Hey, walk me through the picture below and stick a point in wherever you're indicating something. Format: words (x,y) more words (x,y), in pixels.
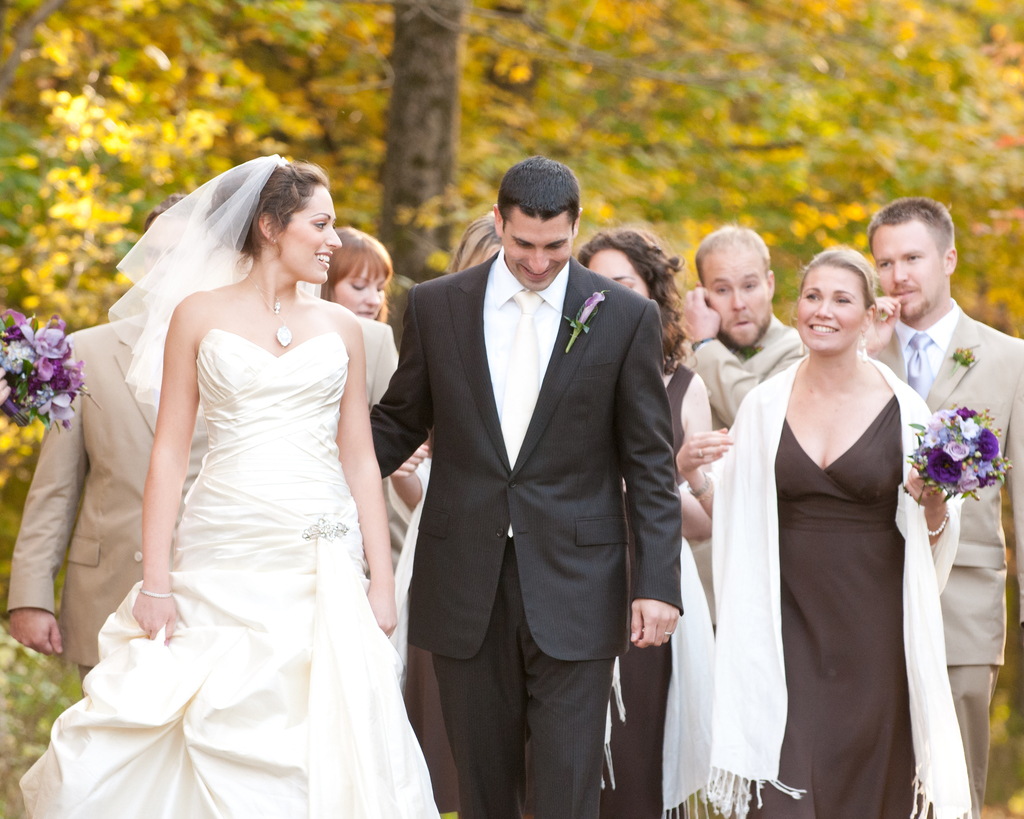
This image consists of so many persons (480,552) in the middle (529,456). There are women (341,661) and men (500,579). There are trees (459,203) at the top (645,132). There are flowers (972,411) on the left side (8,319) and right side.
